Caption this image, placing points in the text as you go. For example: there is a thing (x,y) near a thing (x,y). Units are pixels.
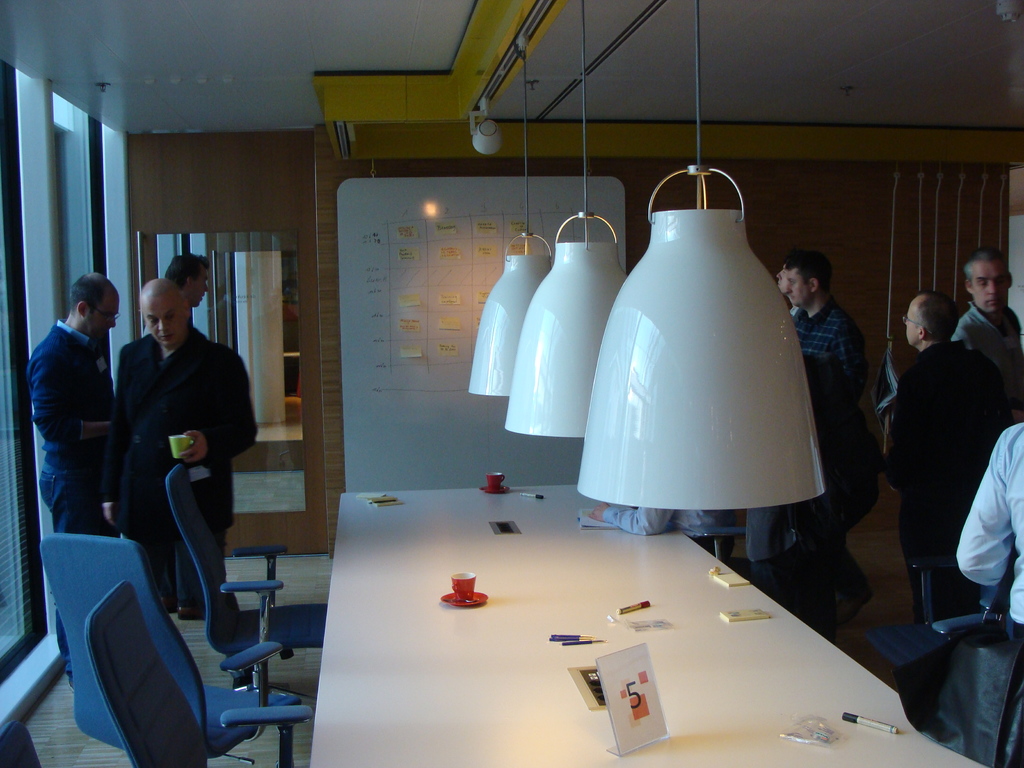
In the image we can see there are people (235,447) who are standing.
